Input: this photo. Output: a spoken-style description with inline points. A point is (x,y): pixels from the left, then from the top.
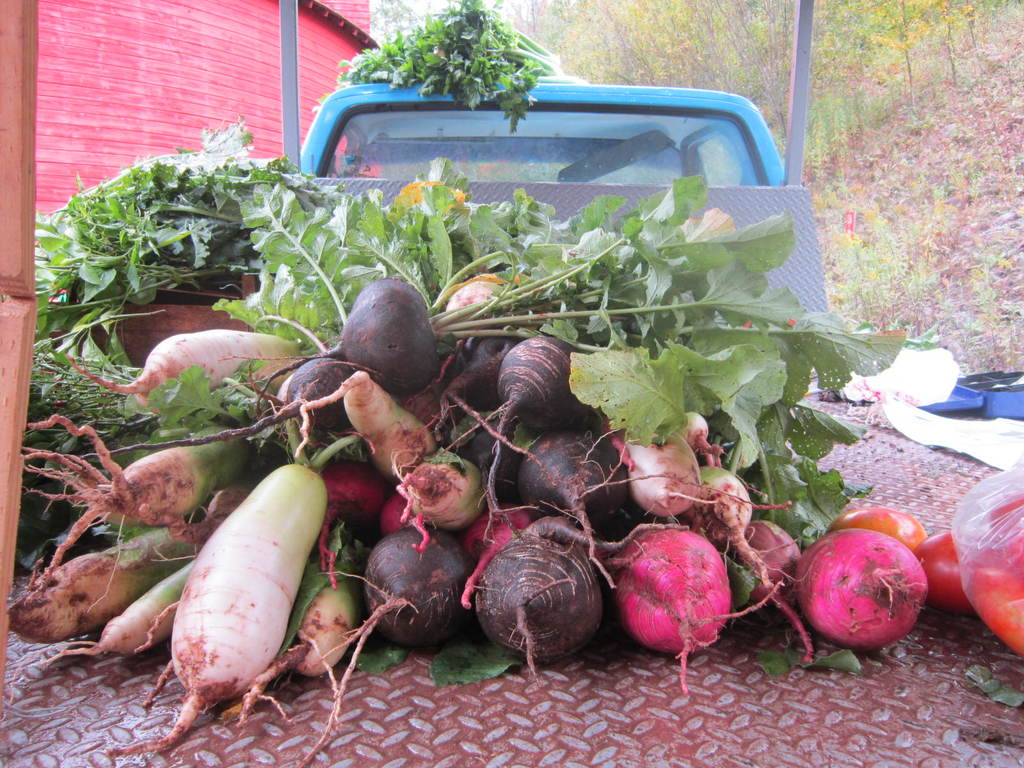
In this image we can see a vehicle (342,176) loaded with vegetables (451,295). At the bottom (767,718) there is an iron sheet (587,736). In the background (916,24) there are trees (930,6), poles (802,82) and a building (216,83).
